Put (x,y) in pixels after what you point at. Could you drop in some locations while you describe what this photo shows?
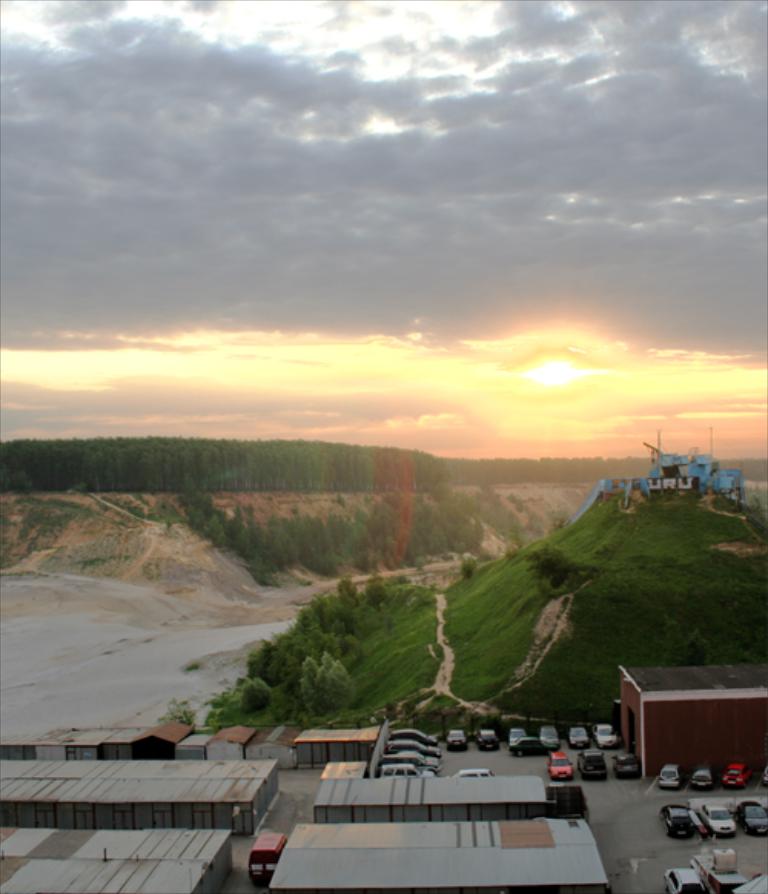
In the center of the image (458,534) we can see hills (474,630), trees (367,607), ground (230,591) are there. At the bottom of the image (449,789) we can see some sheds (466,812), cars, road (635,853) are present. At the top of the image (375,216) we can see sun (566,362), clouds (283,230) are present in the sky (346,385).
